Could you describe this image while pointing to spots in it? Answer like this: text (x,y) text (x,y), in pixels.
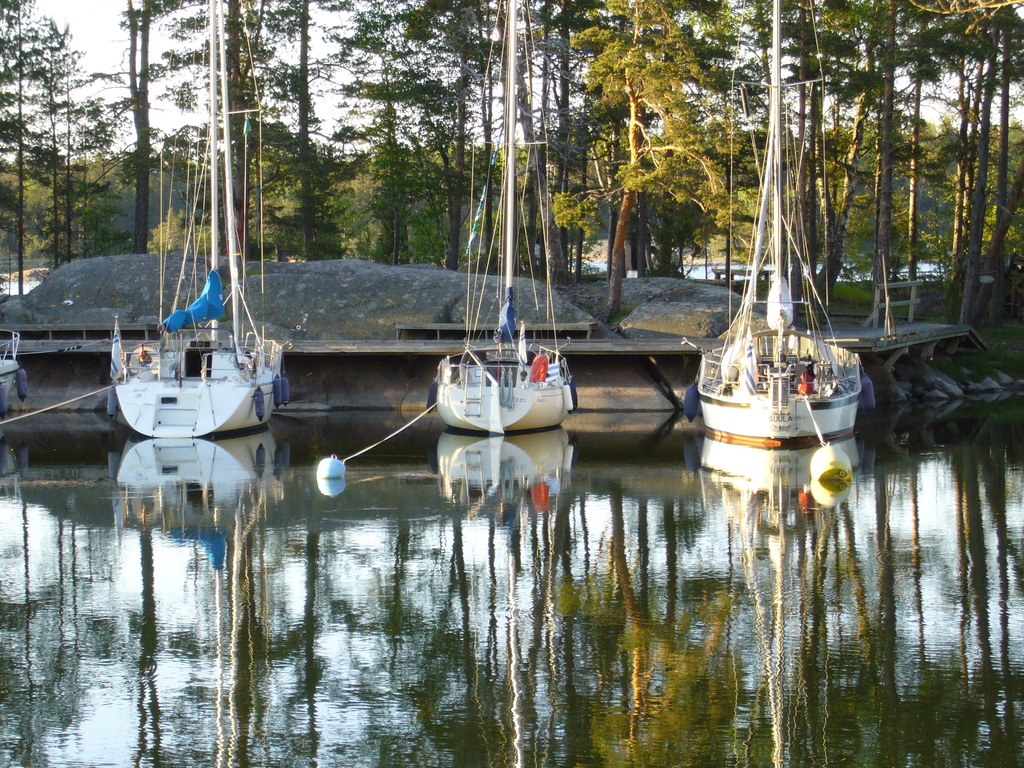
In this image we can see some boats (517,429) on the water (462,452), there are some rocks (485,282), trees (404,253), and a bench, in the background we can see the sky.
